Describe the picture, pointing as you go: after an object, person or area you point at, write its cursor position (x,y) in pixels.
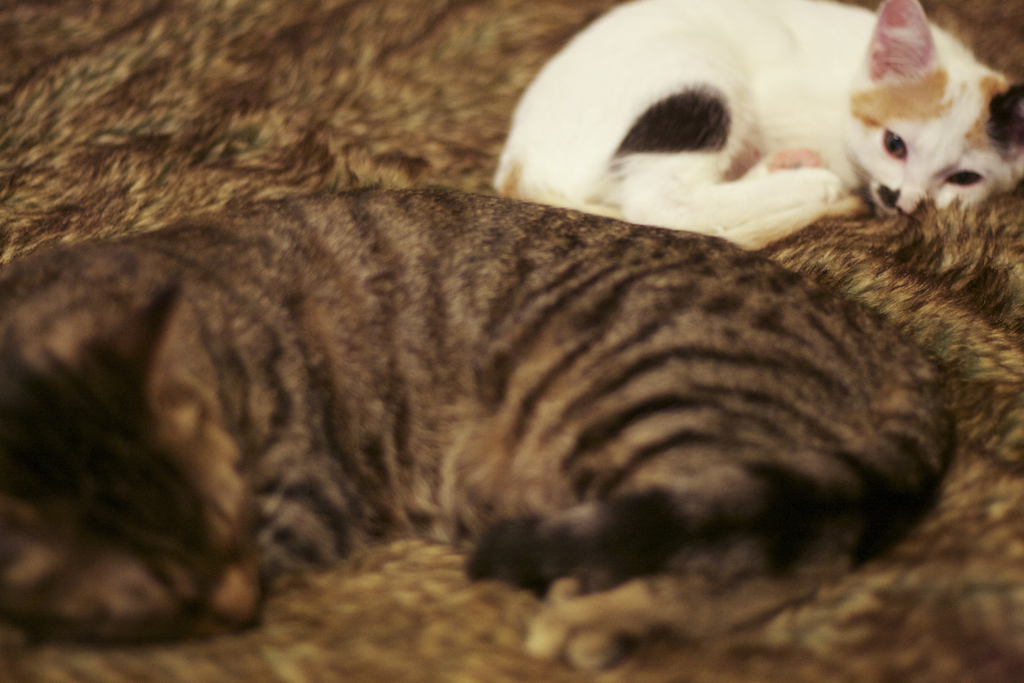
In this image I can see two cats (447,290). They are in black, brown and white color. Cats (639,107) are lying on the brown and black color floor (325,113).
